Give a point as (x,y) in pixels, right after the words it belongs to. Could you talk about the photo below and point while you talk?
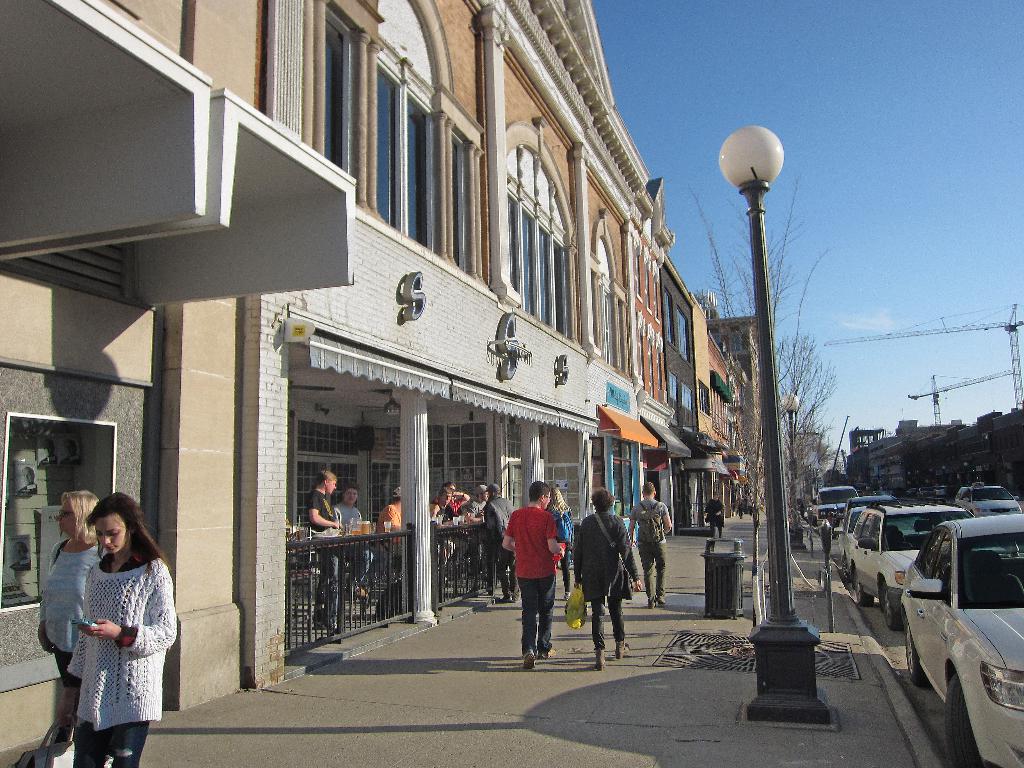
In this image there are so many people (527,591) walking in the pavement (642,626) on the right side (965,670) there are so many cars (999,701), also there is a building (257,533) at the left (287,565), where we can see people (89,577) standing.
